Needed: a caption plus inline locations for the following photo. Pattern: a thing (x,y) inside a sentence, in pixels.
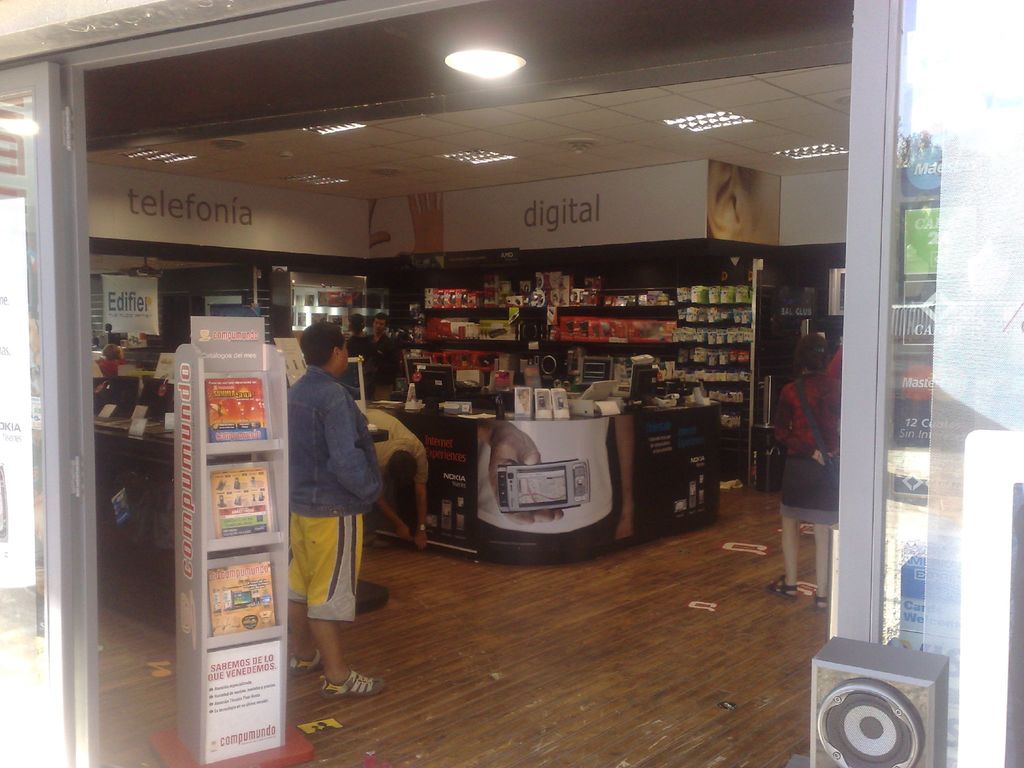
I can see this image few people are standing on the floor (724,530). I can also see there is a table (571,445), shelf (685,364) with a couple of objects (251,427) on it. On the above I can see a light (463,71) and ceiling (471,169).
